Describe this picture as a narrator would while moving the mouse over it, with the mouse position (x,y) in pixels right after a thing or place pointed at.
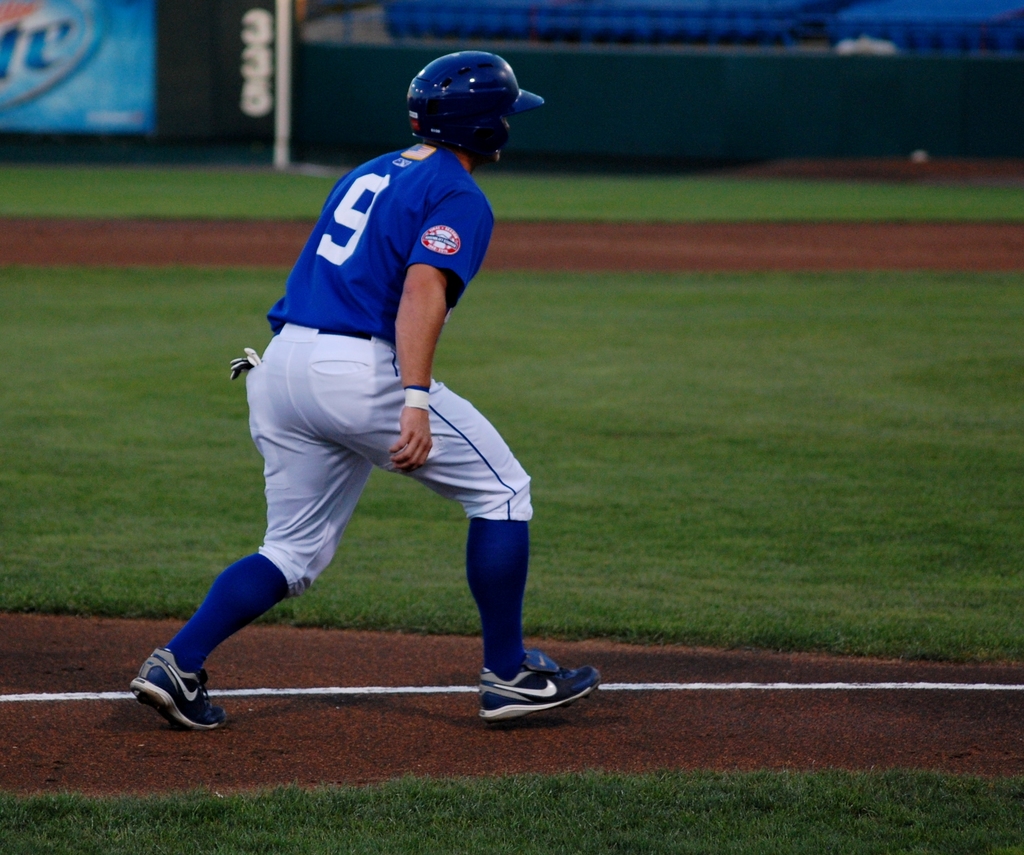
In the center of the image (398,463) there is a person (307,449) standing on the ground (343,699). In the background (727,209) we can see grass (717,201) and pole (279,126).
